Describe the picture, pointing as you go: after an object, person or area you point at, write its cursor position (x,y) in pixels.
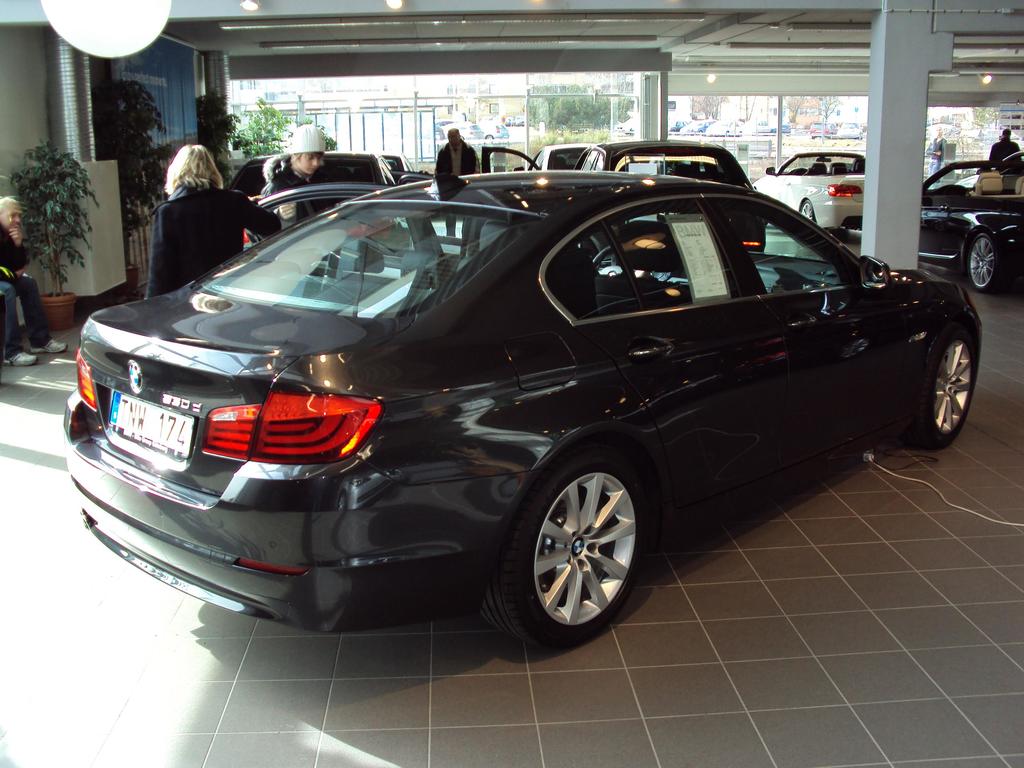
In this image I can see few vehicles (579,328). In front (540,308) the vehicle (579,328) is in black color, background I can see few persons (255,206) some are standing and some are sitting, and plants (234,133) in green color.
